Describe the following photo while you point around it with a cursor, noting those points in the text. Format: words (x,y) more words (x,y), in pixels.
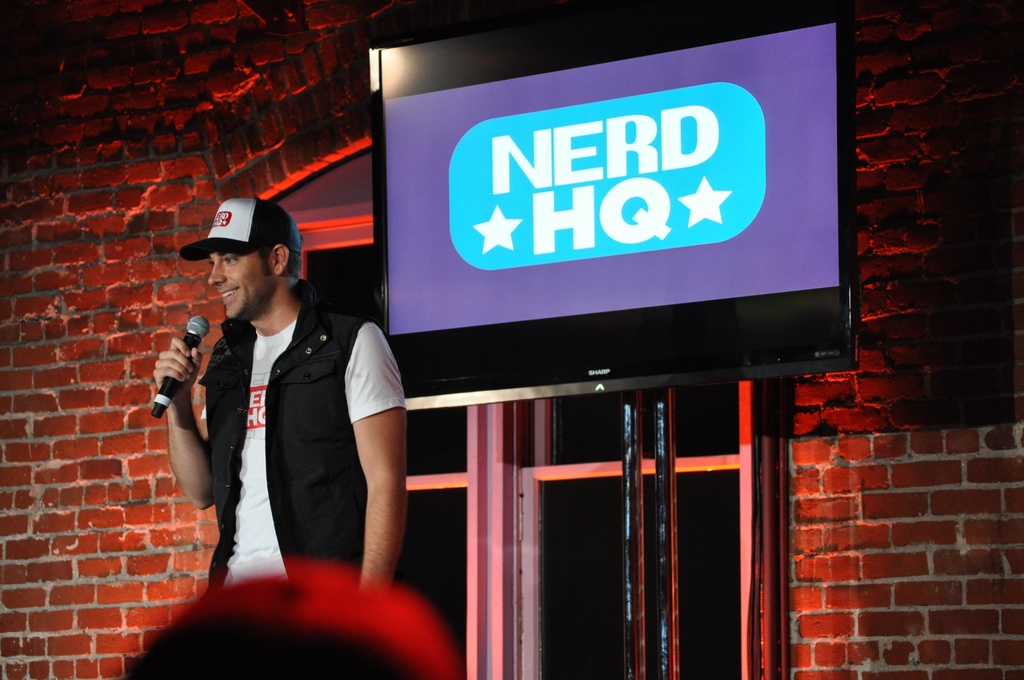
This picture is clicked inside. On the left (272,345) there is a person (291,402) wearing a cap (254,220), holding a microphone (194,331), smiling and standing. In the background (900,201) there is a brick wall (938,56) and we can see a door (709,393) and a television (430,105) attached to the metal stand (667,476).
